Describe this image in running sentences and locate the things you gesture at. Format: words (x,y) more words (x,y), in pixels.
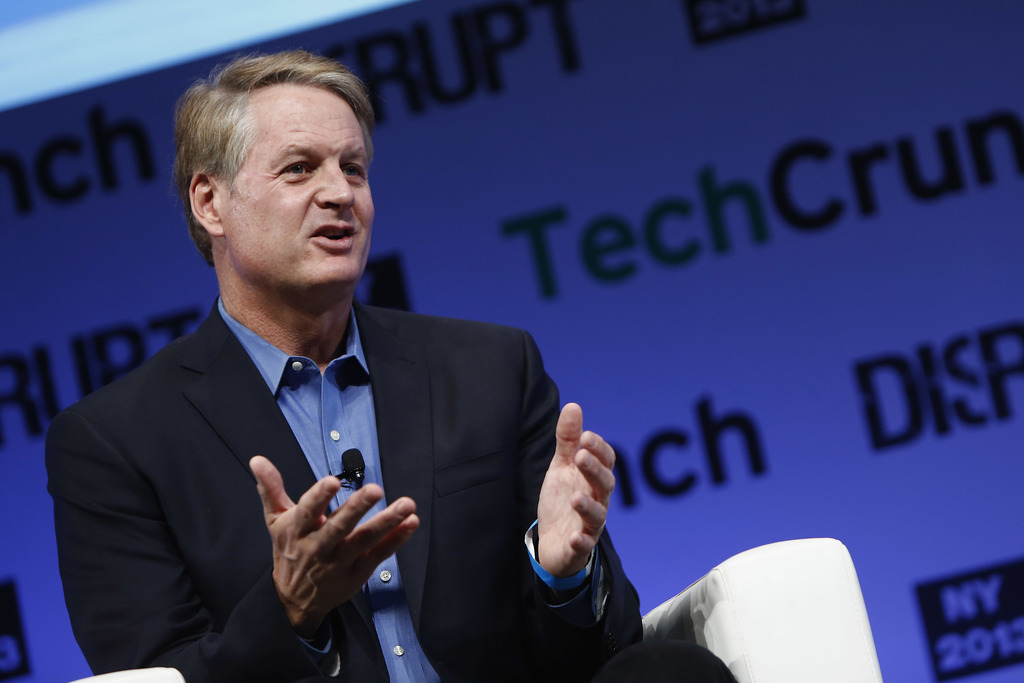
There is a person (348,249) in a suit (388,335), sitting and speaking. In the background (593,366), there is a banner (800,268).
